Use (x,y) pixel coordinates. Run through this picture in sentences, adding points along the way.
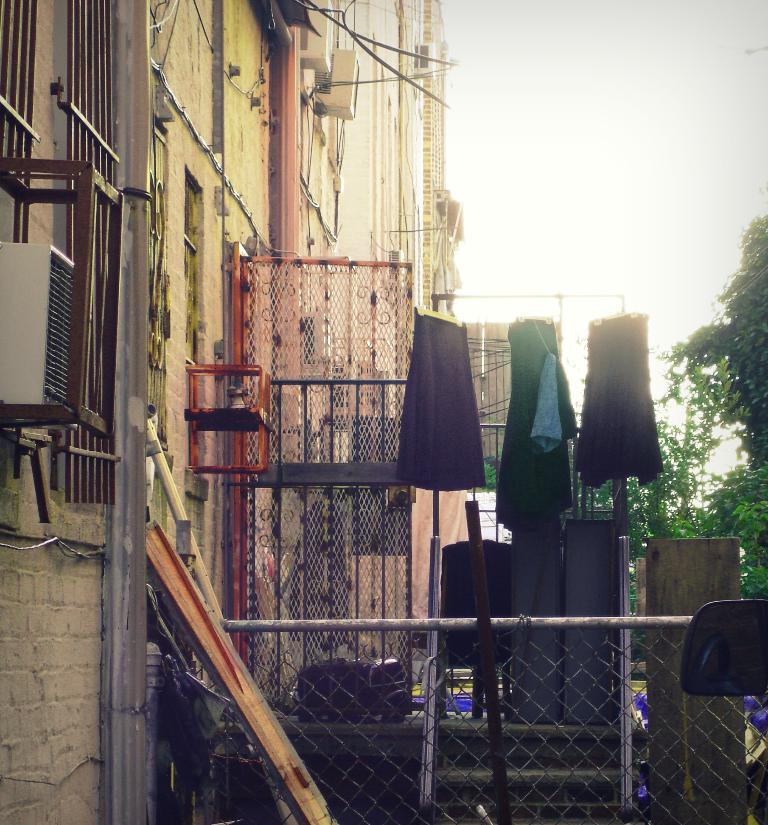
In this picture I can see buildings (407,241) and few trees (744,495) and few clothes (547,446) and I can see a metal fence (292,646) and couple of wooden planks (718,818) and I can see a cloudy sky (626,230).
